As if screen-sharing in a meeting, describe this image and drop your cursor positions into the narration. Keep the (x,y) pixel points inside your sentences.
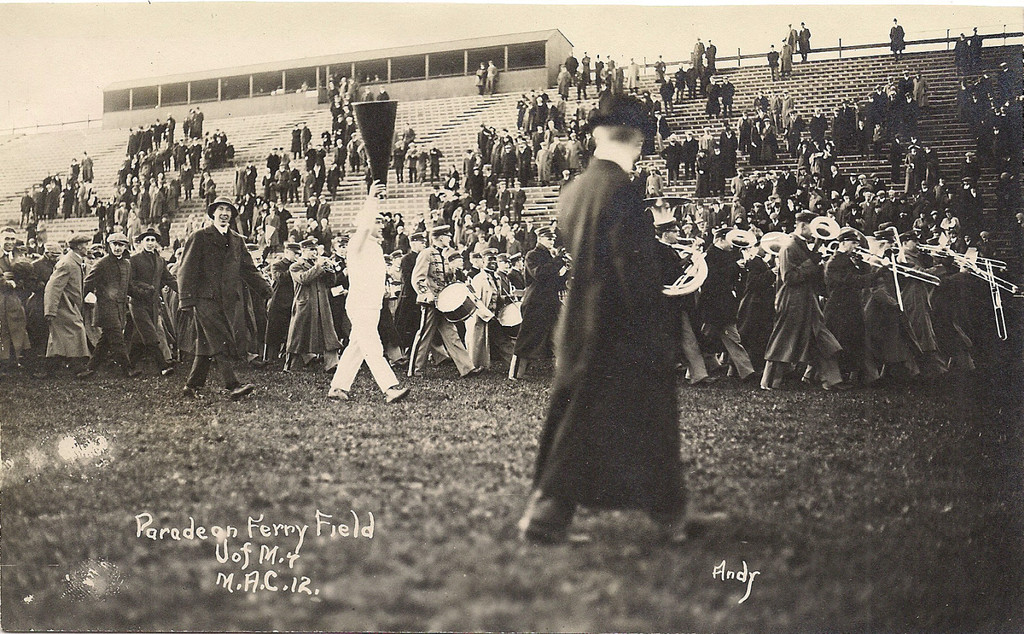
In this image I can see an old photograph (409,314) in which I can see number of persons (424,298) are standing and few of them are holding musical instruments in their hands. In the background (454,175) I can see number of persons (298,174) are standing in the stadium (513,47) and the sky (69,53).
